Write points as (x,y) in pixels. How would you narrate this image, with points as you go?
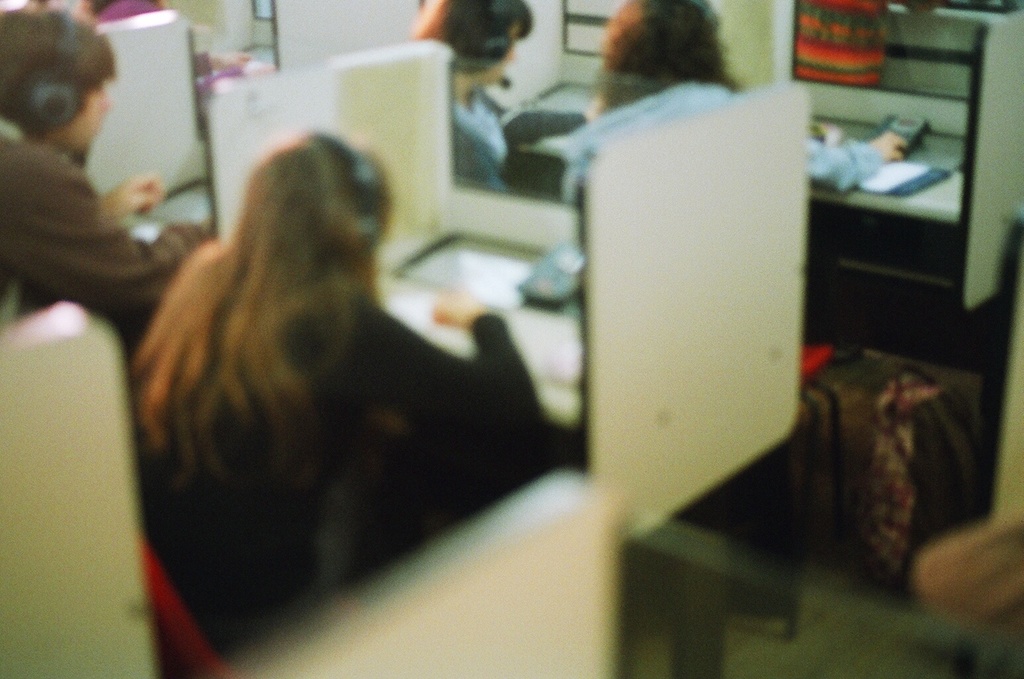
In the picture we can see the desks (578,494) with telephones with buttons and some people (17,85) sitting near it and wearing the headsets (64,112).
